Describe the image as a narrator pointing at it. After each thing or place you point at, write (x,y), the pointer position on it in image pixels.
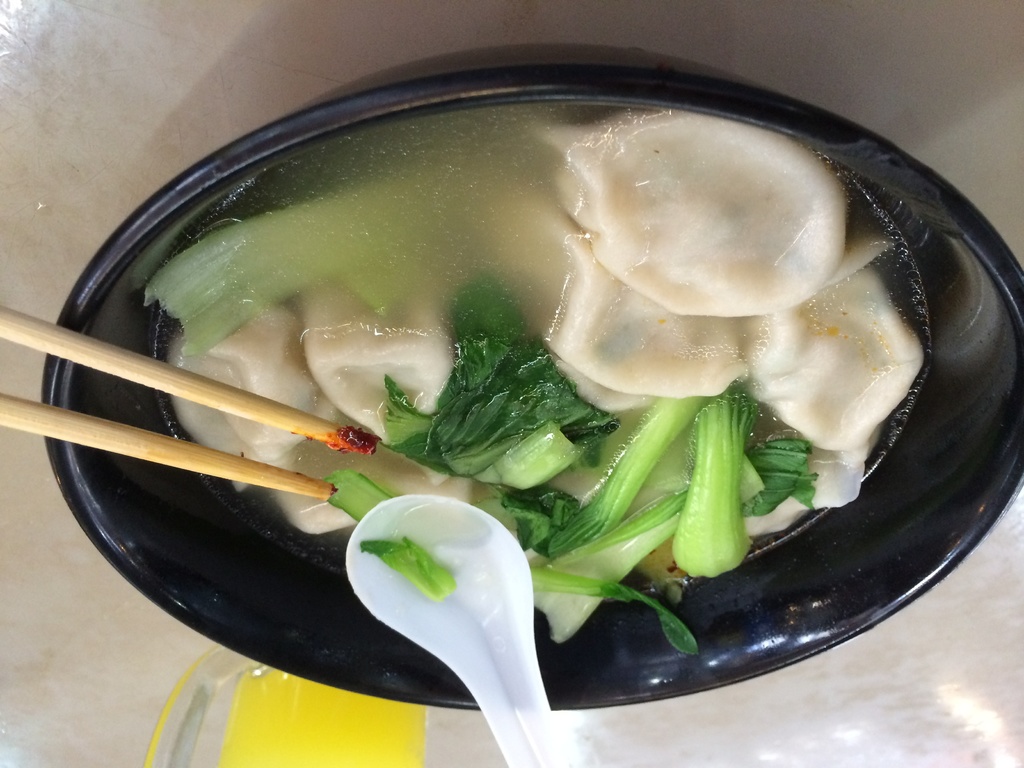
In this picture there is bowl (241,170) which is black in color inside it there is food (491,271). there is some green leafy vegetable (530,425) in the food (591,550). There is spoon (501,657) on the bowl (185,488) and two chopsticks (199,378).
